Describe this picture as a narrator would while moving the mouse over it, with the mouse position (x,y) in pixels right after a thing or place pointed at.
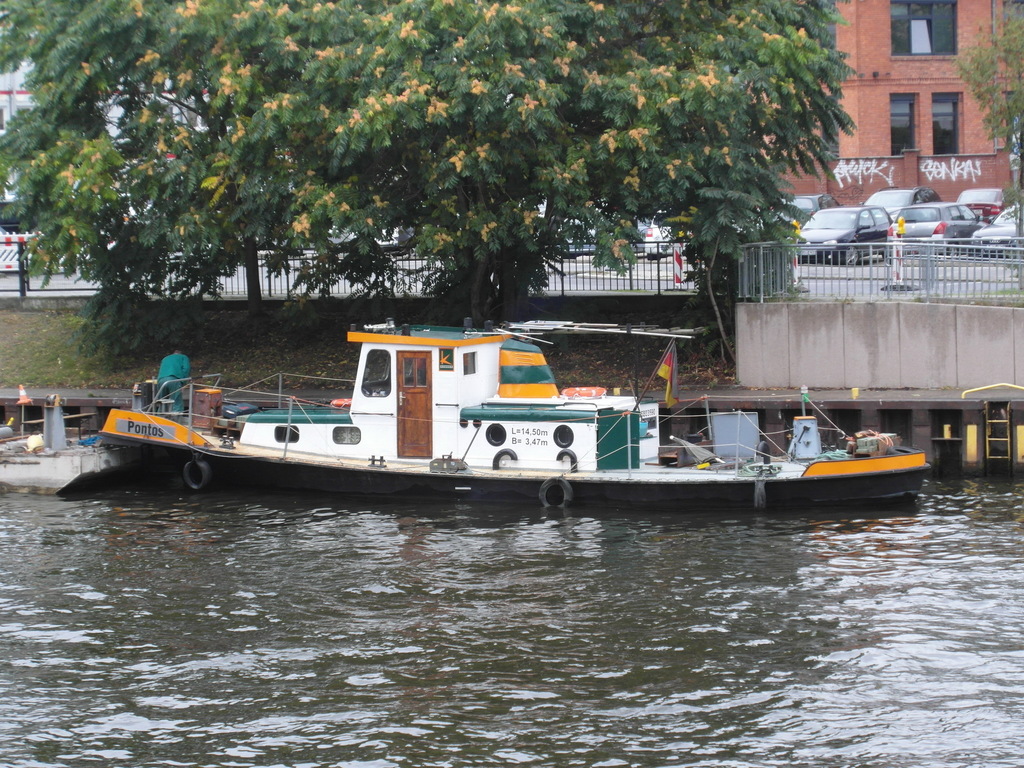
In this image I see a boat (419,399), which is of white, yellow and green in color and it is on the water (250,612). In the background (714,28) I can see a tree (2,1) and a fence (749,264) and a lots of cars (965,221) over here and a building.
